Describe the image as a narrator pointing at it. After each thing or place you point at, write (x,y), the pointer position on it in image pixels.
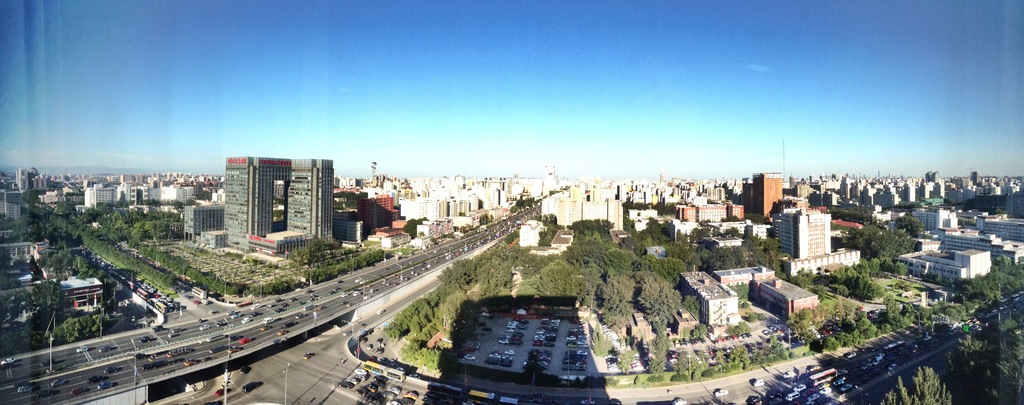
In this image we can see few cars (363,389) on the road (287,360), few cars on the bridge (289,315) and few cars (526,326) parked in the parking area (573,334) and there are few trees (599,276), building (817,246) and street lights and there is a sky (518,164) on the top (563,76).
